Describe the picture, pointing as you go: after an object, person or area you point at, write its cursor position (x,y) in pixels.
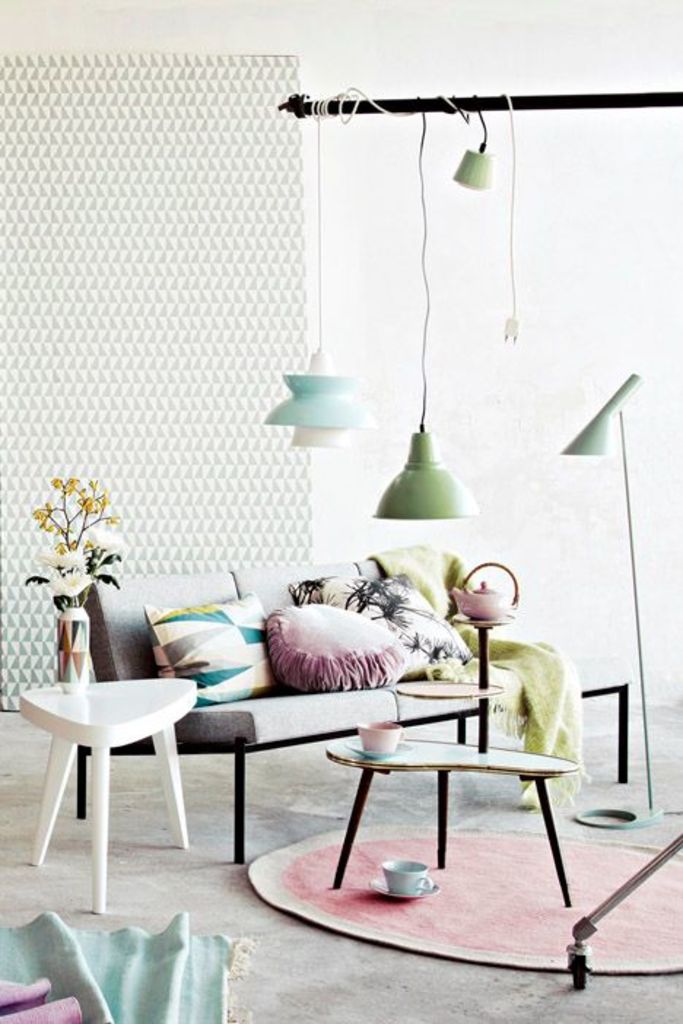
At the bottom middle (431,715), there is a sofa (78,790) on which cushions (355,607) and blanket (431,569) is kept. In front of that table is there on that a cup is there. And left side (183,692) a table (40,840) is there on which flower vase (68,630) is kept. The background (585,263) is white in color. And lamps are hanged on the pole (503,97) which are attached to the wall (443,132). This image is taken inside a house (315,818).
